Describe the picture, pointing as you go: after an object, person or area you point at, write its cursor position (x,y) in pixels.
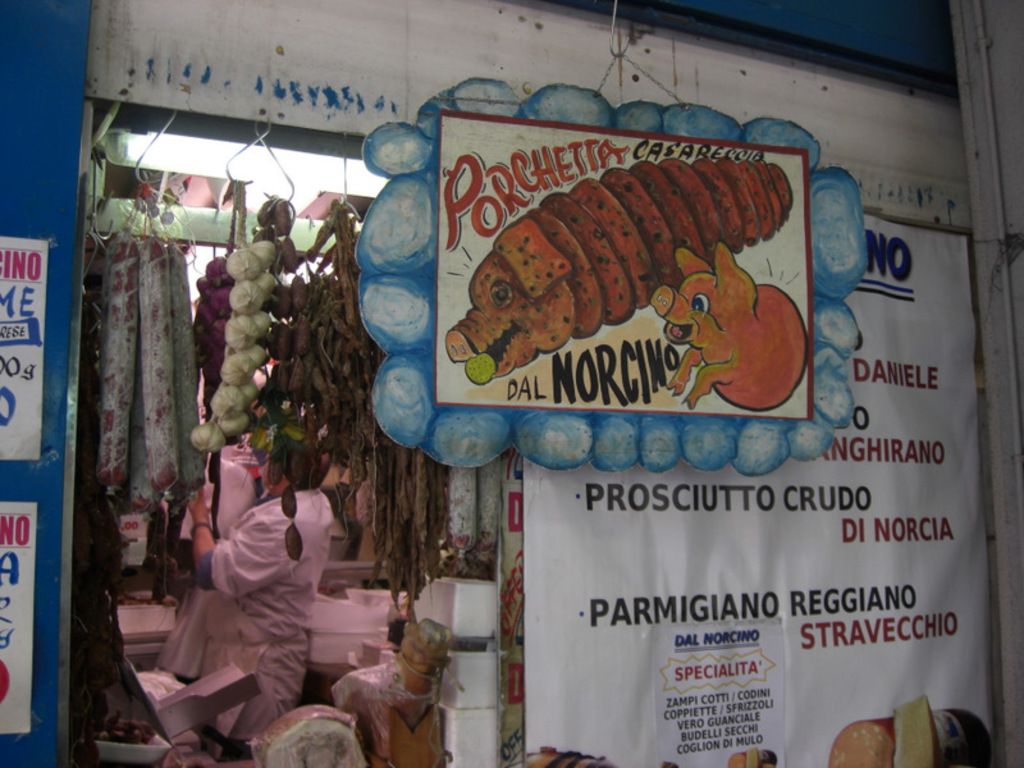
In this image there is a shop (317,693), that shop (329,347) is covered with banners (565,630), on that banners (702,495) some text (848,538) is written and there are two image (622,277) on that banner (820,336), in the background (272,584) there are few items (272,453) and a man (286,587) is standing in a shop (289,615).
